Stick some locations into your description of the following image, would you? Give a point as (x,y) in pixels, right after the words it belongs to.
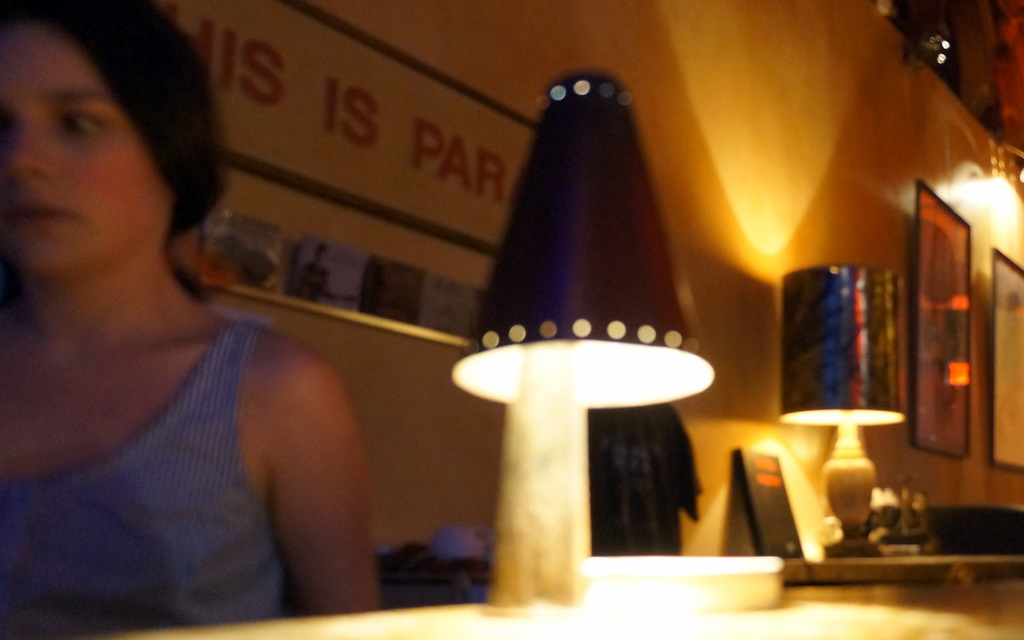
In the picture we can see a woman (249,345) standing near the desk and she is wearing a purple color top (135,618) and on the desk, we can see a lamp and some white color plates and beside we can see some other table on it also we can see a lamp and some things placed on it and behind it we can see a wall (283,267) with some photo frames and light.
